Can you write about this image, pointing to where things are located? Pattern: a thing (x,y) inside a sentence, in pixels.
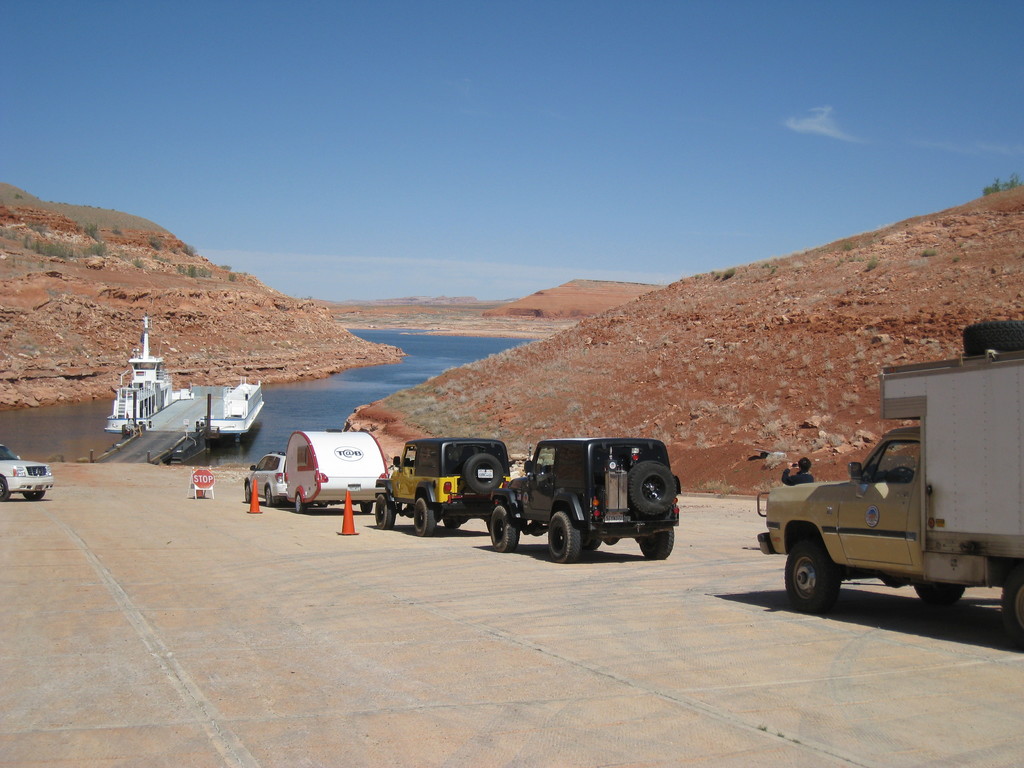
In this picture I can see few vehicles (374,480) on the right side (977,378), in the middle (344,386) there is water (322,382). There are hills (360,343) on either side of this image, at the top (527,152) there is the sky (617,159).
